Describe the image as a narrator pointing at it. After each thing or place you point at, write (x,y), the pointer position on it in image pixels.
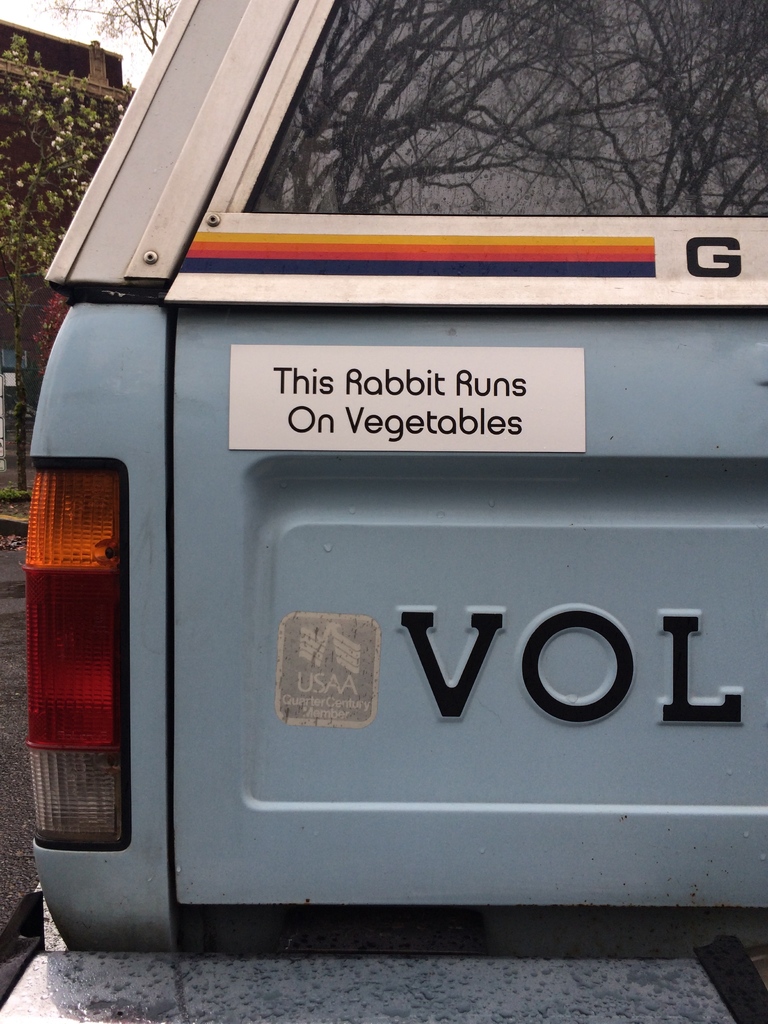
In this image we can see back side of the vehicle (390,476) with tail light (57,638), glass window (336,174). On the window (516,157) there is reflection of trees (533,103). Also there is a board (401,406) with something written. On the left side (40,163) there are trees (62,184).
